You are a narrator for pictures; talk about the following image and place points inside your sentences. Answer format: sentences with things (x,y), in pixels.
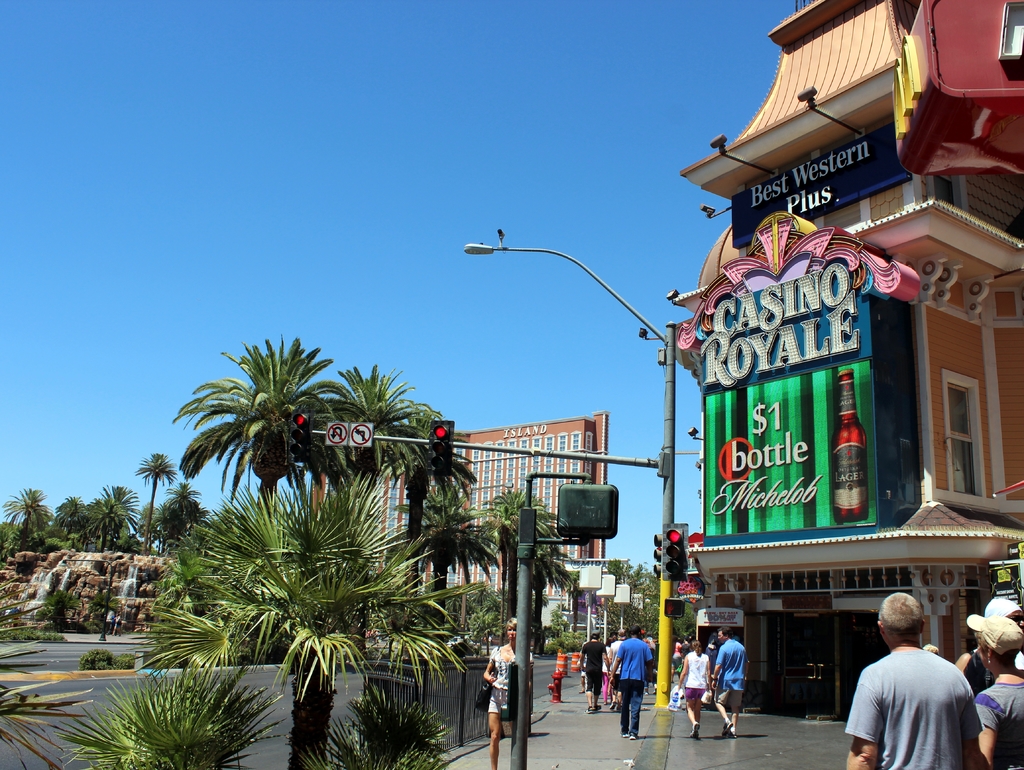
This image is clicked outside. There are buildings (812,606) in the middle (544,462). There are trees (330,597) in the middle (363,414). There are so many persons (608,677) walking at the bottom (878,705). There is sky (439,172) at the top (143,172).
